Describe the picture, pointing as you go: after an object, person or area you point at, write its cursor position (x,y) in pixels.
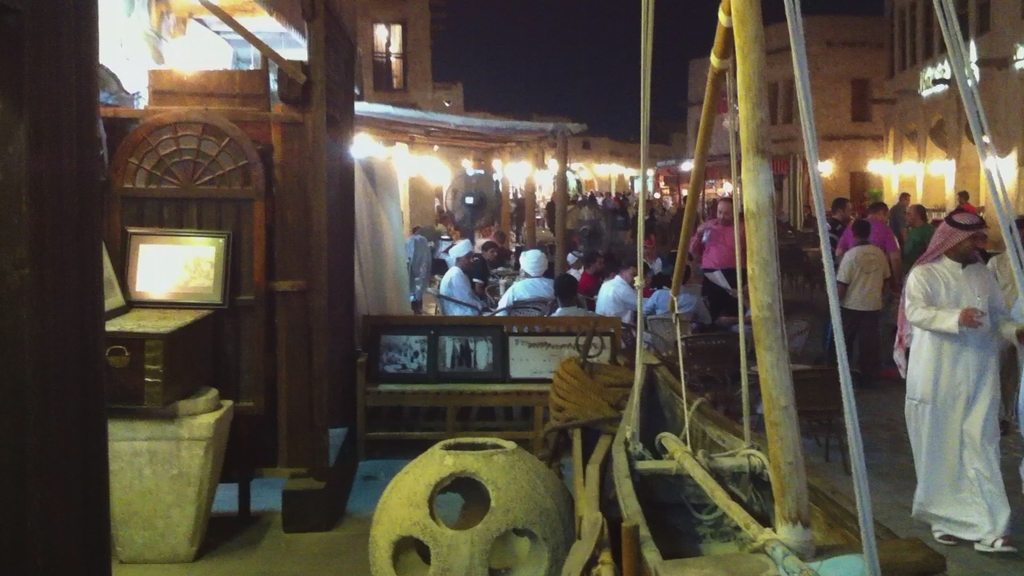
In this image I can see there is crowd (930,316) on the right side (941,281), beside the crowd (931,257) there is a building (912,75) there is a light focus (553,170) visible in front of building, in the foreground (771,267) there are some threads (817,185) and wooden table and there are some objects (180,357), in the foreground (416,506) there is a pot (408,523) kept on floor (244,541).
